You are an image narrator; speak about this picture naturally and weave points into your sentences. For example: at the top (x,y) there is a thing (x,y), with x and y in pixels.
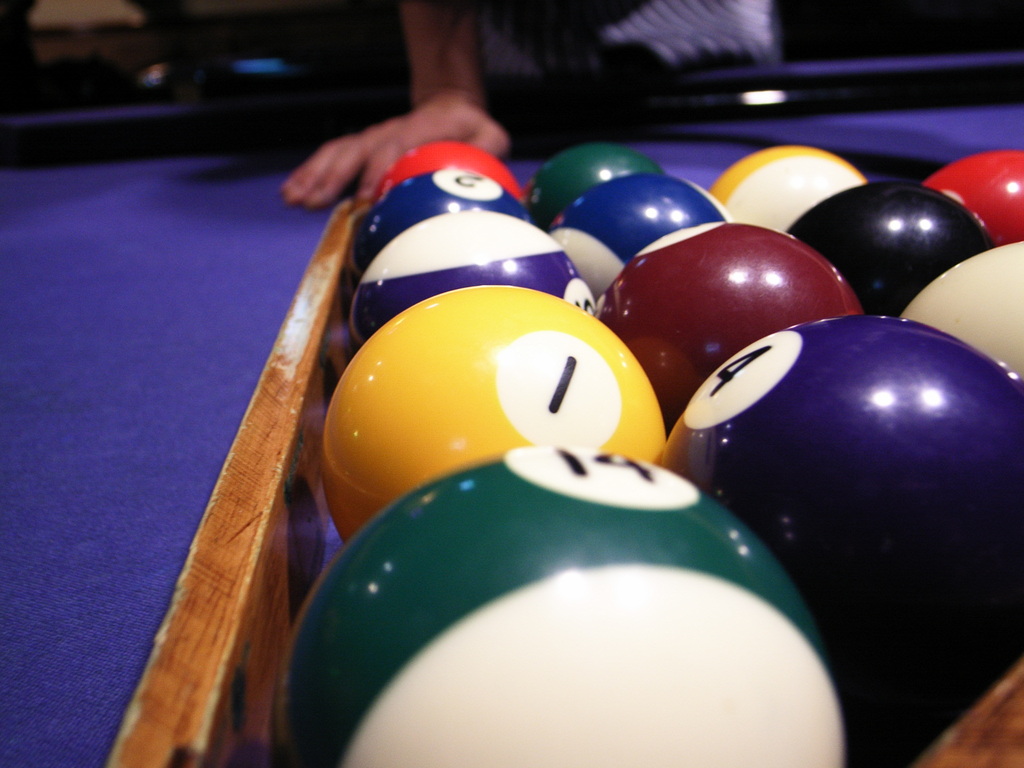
In this image we can see billiards table (281,228), balls (594,475) on it and a person (665,48) standing.
